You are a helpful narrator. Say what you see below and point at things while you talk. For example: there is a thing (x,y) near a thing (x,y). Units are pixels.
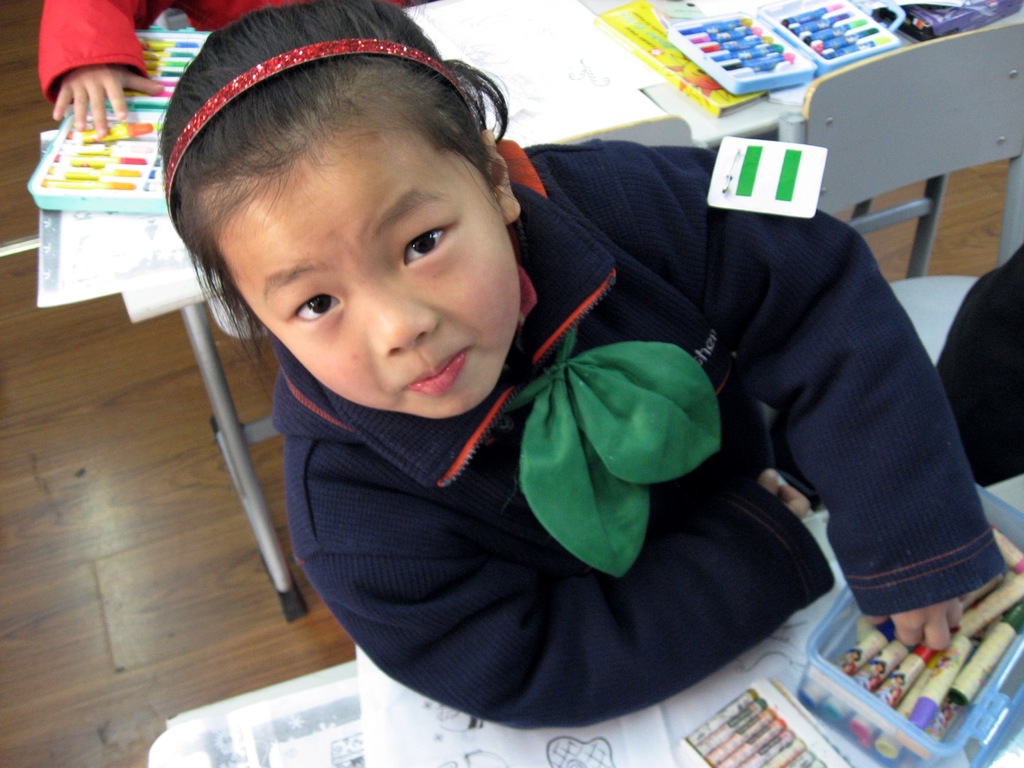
In this picture we can see two kids (270,22) and tables (571,98), there are some papers (589,48), drawing pencils (780,55) and boxes (193,39) present on these tables (552,67), at the bottom (112,550) there is floor (94,536), on the right side (859,119) there is a chair (942,84).
